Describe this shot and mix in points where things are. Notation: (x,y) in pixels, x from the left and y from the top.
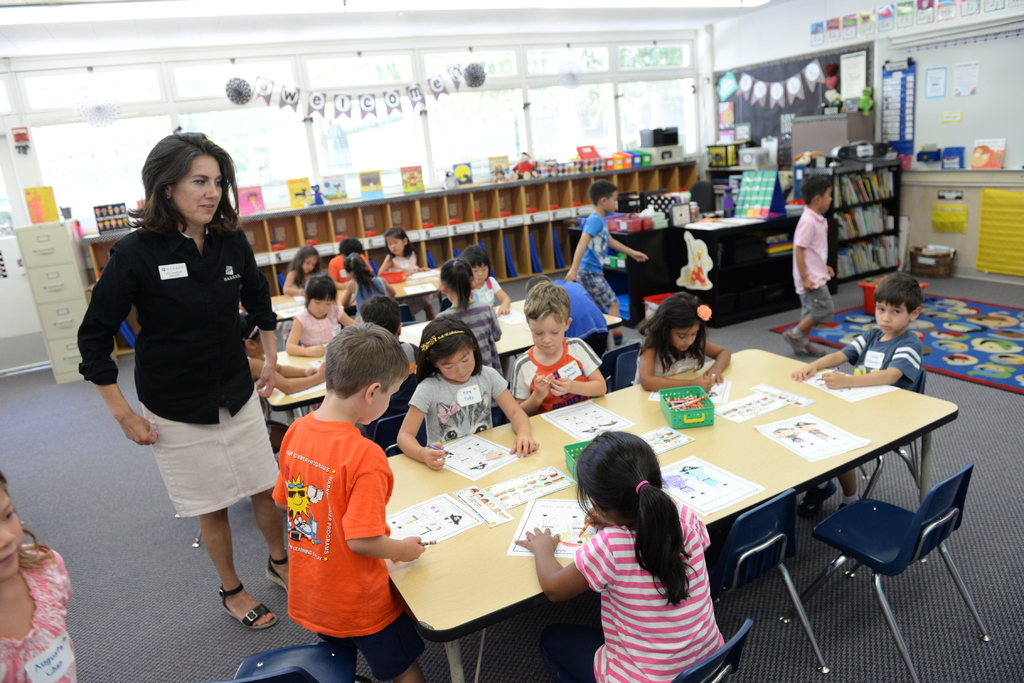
In the picture we can see some children (889,315) are sitting on a chair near the tables (500,476), on the table (487,480) we can find a papers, a paintings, and drawings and one woman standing near to the table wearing a black shirt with the slippers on the floor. In the background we can find some racks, books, tables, and on tables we can find something papers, colored papers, board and something is pasted on it.
